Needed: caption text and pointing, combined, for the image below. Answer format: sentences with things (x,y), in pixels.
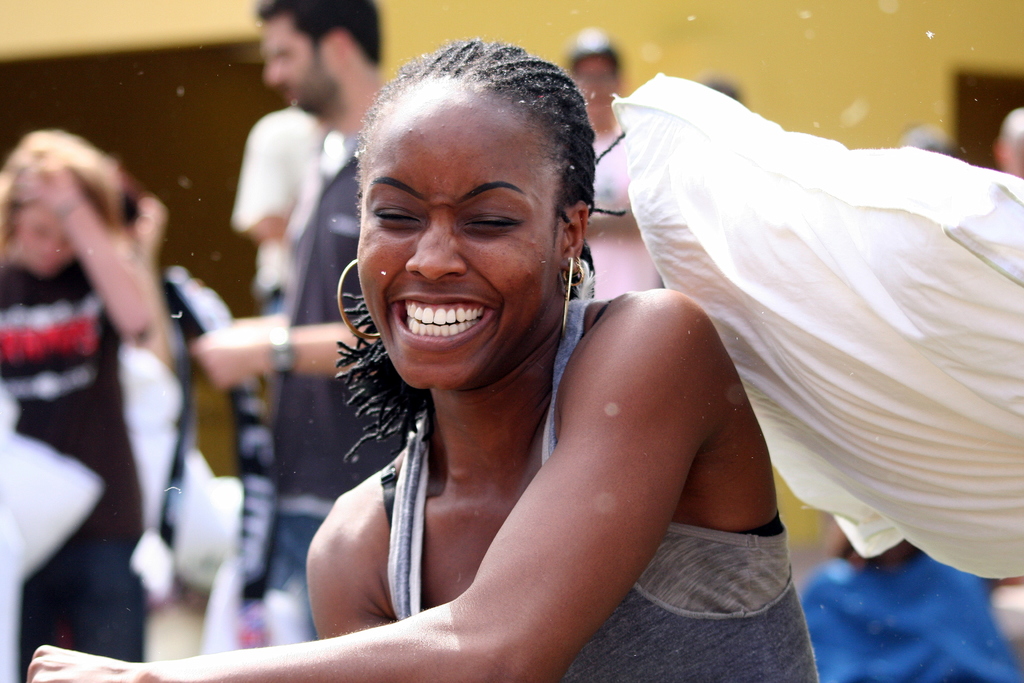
In this image I can see a woman (617,515) sitting and laughing in the center of the image (368,401). I can see a pillow like object (628,185) on the right side of the image (809,298) and I can see some other people (249,329) standing behind with a blurred background (300,438).
